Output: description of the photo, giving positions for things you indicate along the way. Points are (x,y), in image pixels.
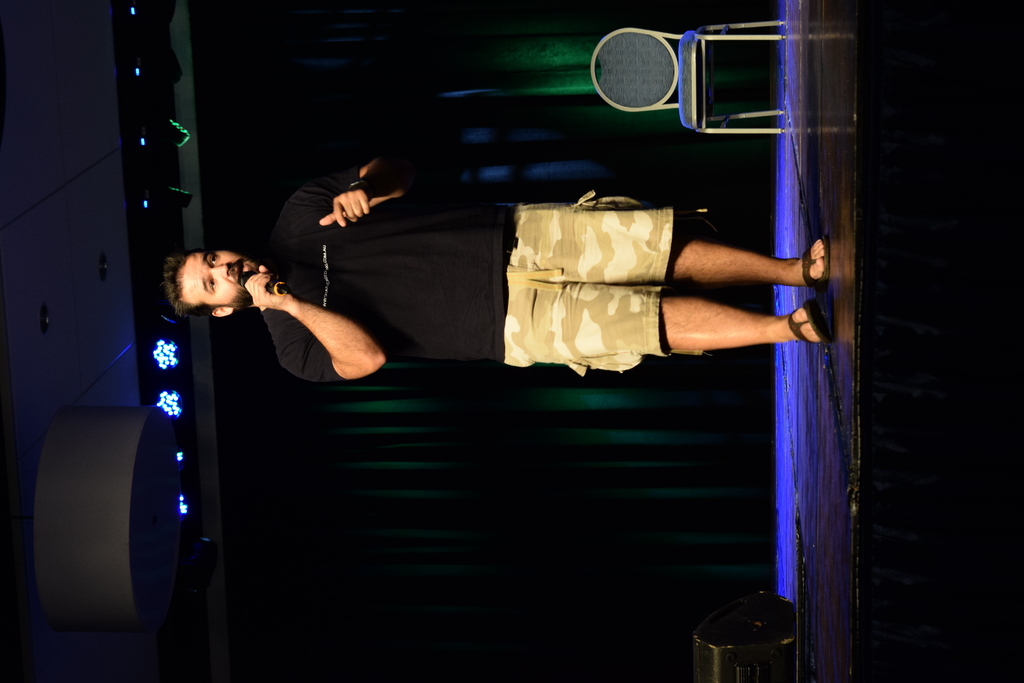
In this image we can see a person (380,294), microphone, chair (679,82) and other objects (130,449). In the background of the image (404,47) there is the curtain (542,7). On the left side of the image (102,278) there is the ceiling (43,364), lights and other objects (139,424). On the right side of the image (1016,350) there is a black surface (923,551).
